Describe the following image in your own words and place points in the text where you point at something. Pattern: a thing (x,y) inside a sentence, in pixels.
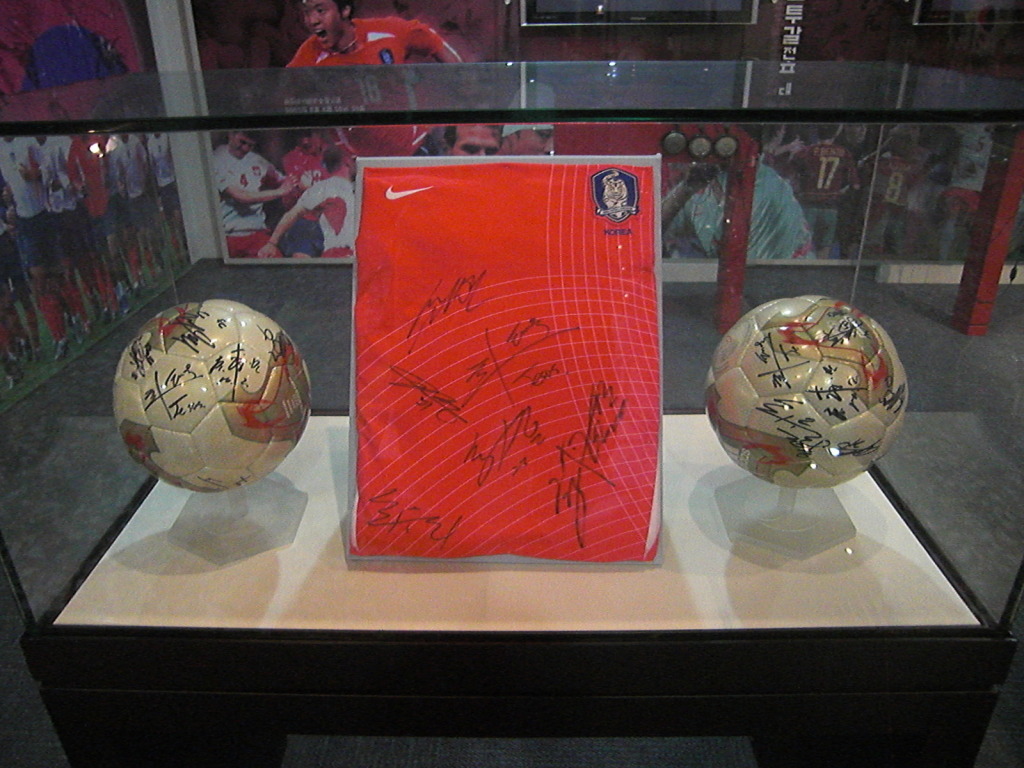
In the image there are two signed footballs (726,417) on either side of a signed t-shirt (621,552) inside a glass box (541,138), behind it there are banners (380,10) on either side of wall (320,209) with images (410,127) of football player (484,143) on it.
